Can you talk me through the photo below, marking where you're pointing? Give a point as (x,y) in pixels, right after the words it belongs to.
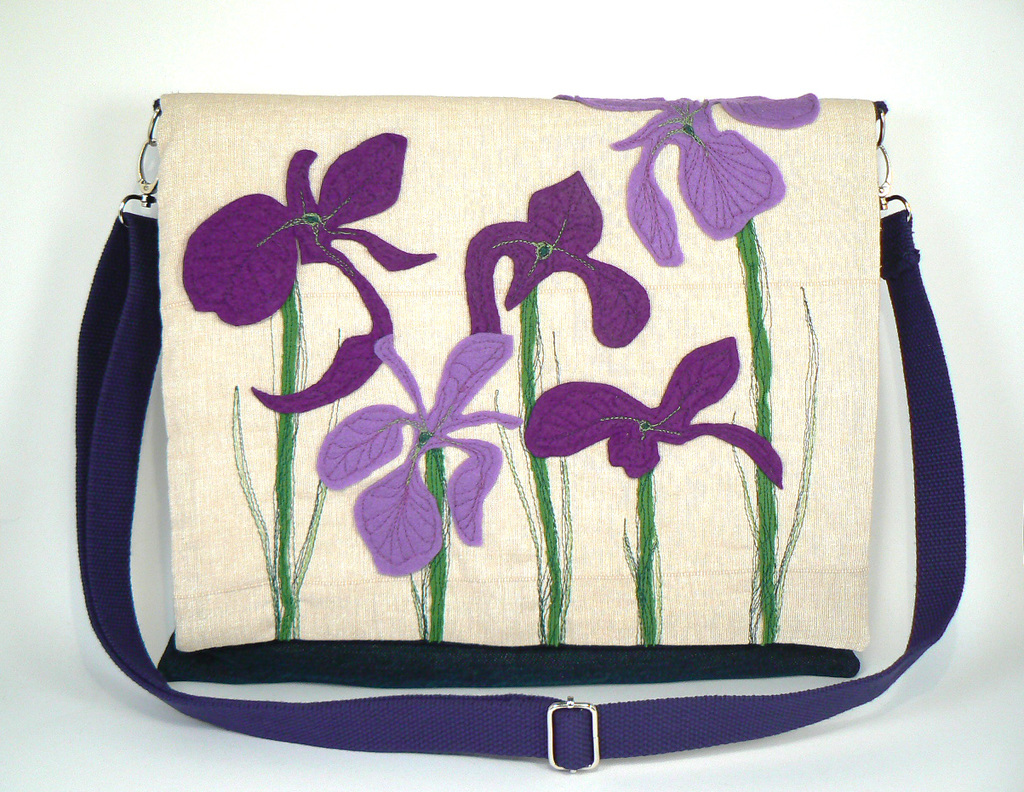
In this picture we can see a bag (443,437). On this bag (484,316) we can see a thread work (261,260) of flowers (276,271).
